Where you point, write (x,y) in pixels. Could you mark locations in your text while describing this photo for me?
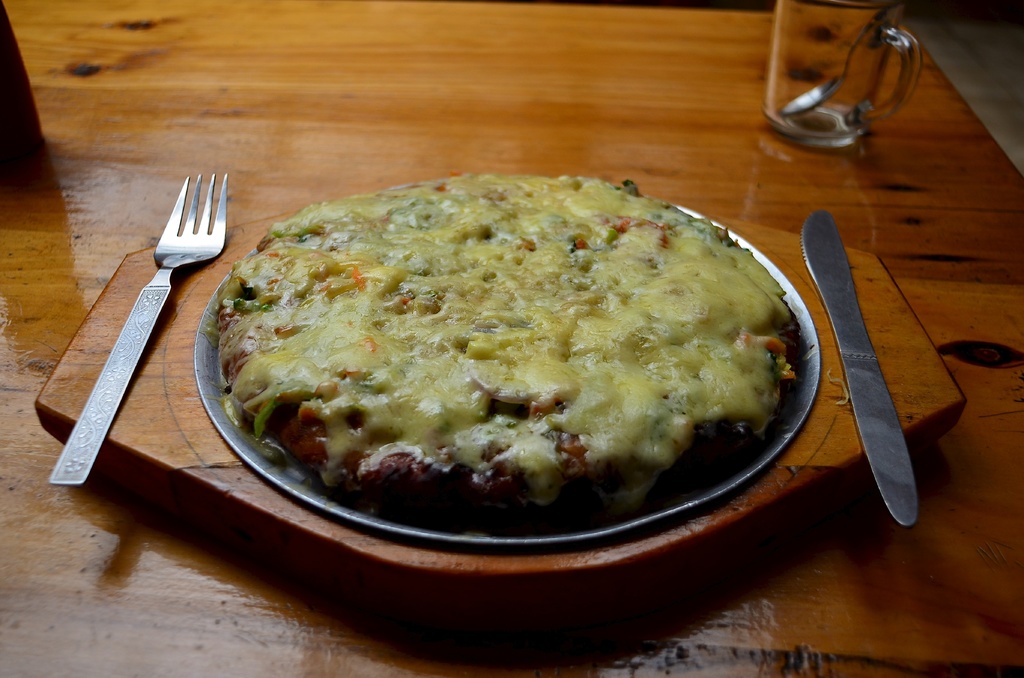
In this image we see some food (549,339) on the plate (525,344). There is a fork (175,268) at the left side of the plate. There is a knife (869,359) at the right side of the plate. There is a spoon (812,103) in the glass (823,68) on the table (530,112). There is an object (12,70) at the left side of the image (9,69). There is a table (498,86) in the image.
